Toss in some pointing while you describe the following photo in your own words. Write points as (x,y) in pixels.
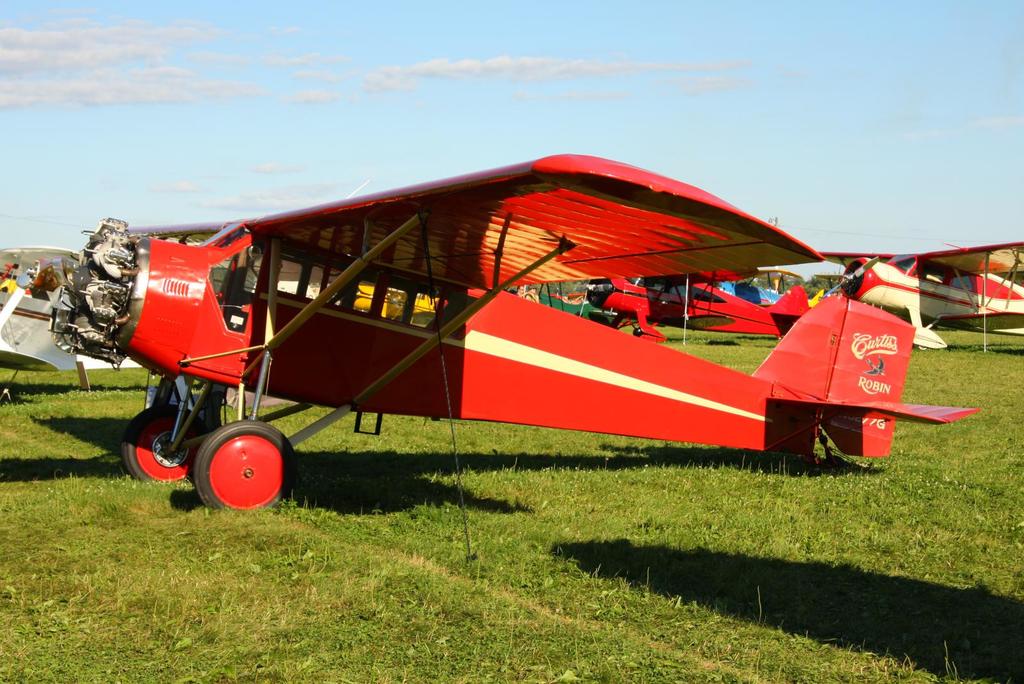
In this image there are airplanes (559,266), grass (729,518), cloudy sky (413,92) and objects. Land (471,427) is covered with grass (405,563).
